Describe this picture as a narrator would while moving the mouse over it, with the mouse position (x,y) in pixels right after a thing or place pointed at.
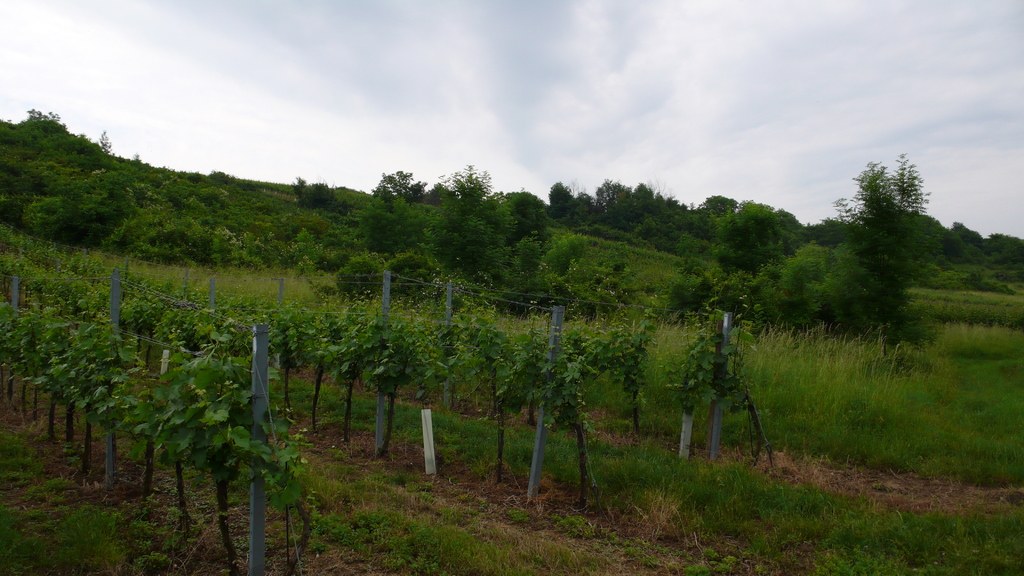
In this image, we can see few plants (1017,319), grass (93,550), poles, trees (890,278). Background (1015,178) there is a sky (627,100).
